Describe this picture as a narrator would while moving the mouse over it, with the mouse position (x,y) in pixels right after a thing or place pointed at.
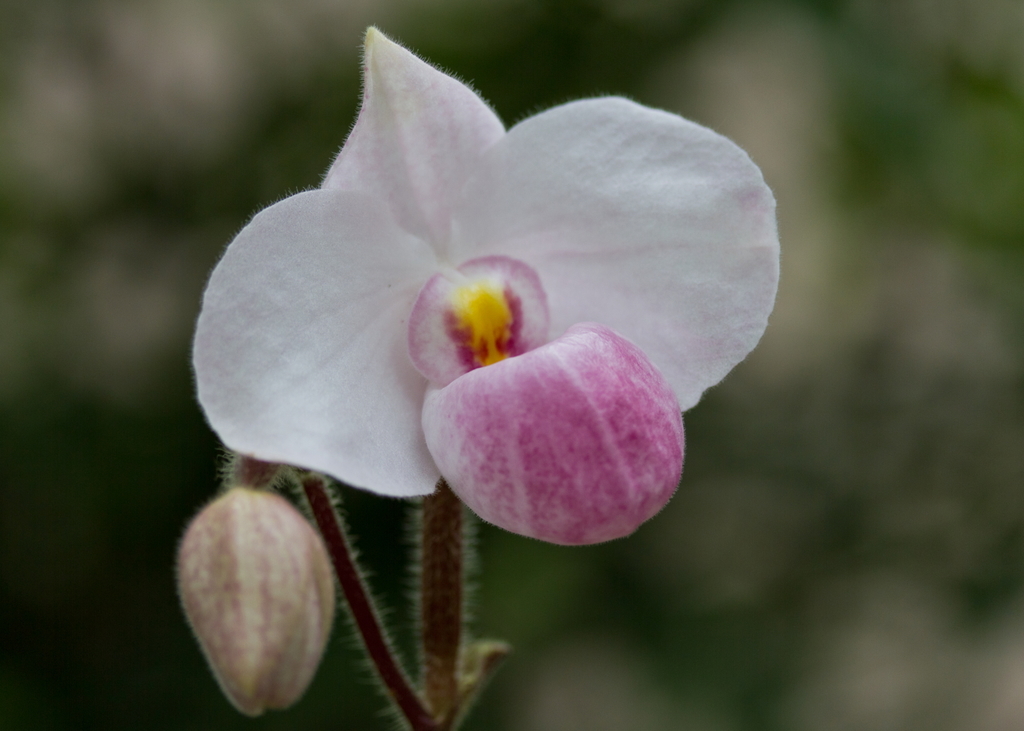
In this image, I can see a flower (456,429) and a bud (294,535) to the stem (425,602). There is a blurred background (206,185).
